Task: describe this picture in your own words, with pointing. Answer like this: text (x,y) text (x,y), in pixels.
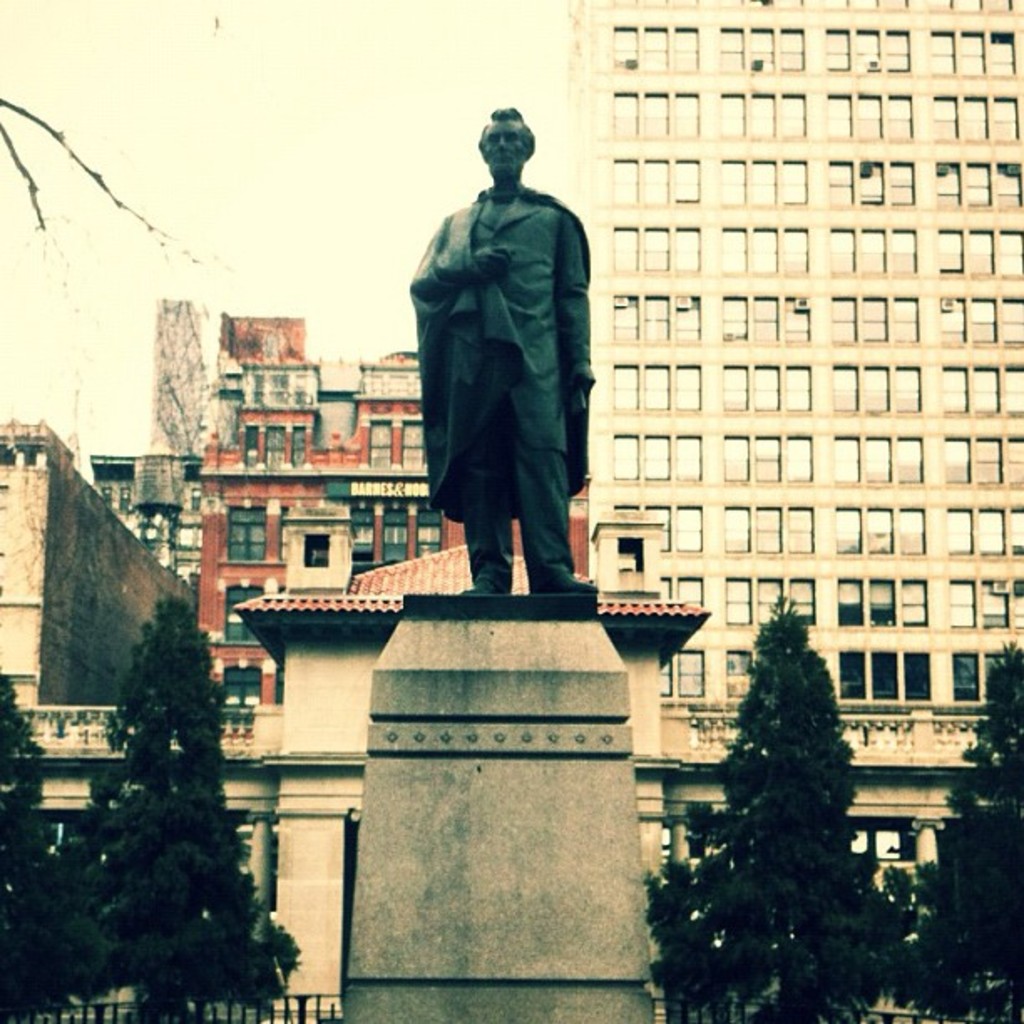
In this picture we can see a statue (487,303) in the front (545,330), in the background (677,319) there are some buildings (724,369), we can see trees (973,837) at the bottom (173,842), there is the sky (204,70) at the top of the picture (295,25), we can also see windows (361,536) and glasses (296,431) of these buildings (615,433).
